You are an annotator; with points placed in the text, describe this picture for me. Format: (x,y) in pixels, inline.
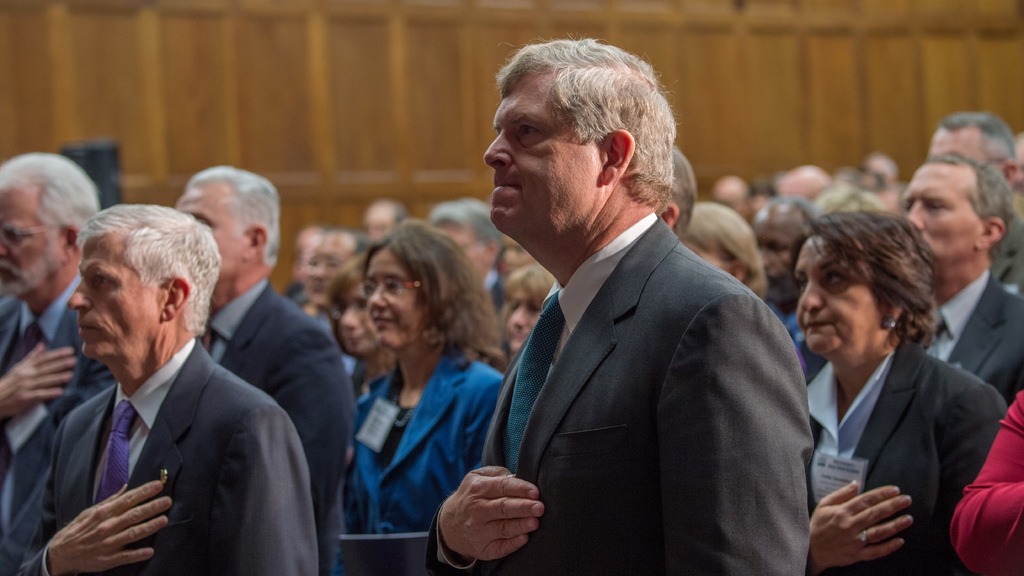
In this image there are a group of people (539,391) who are standing and most of them are putting hands (843,518) on their hearts (461,492), in the background (368,66) there is a wooden wall (883,105).
